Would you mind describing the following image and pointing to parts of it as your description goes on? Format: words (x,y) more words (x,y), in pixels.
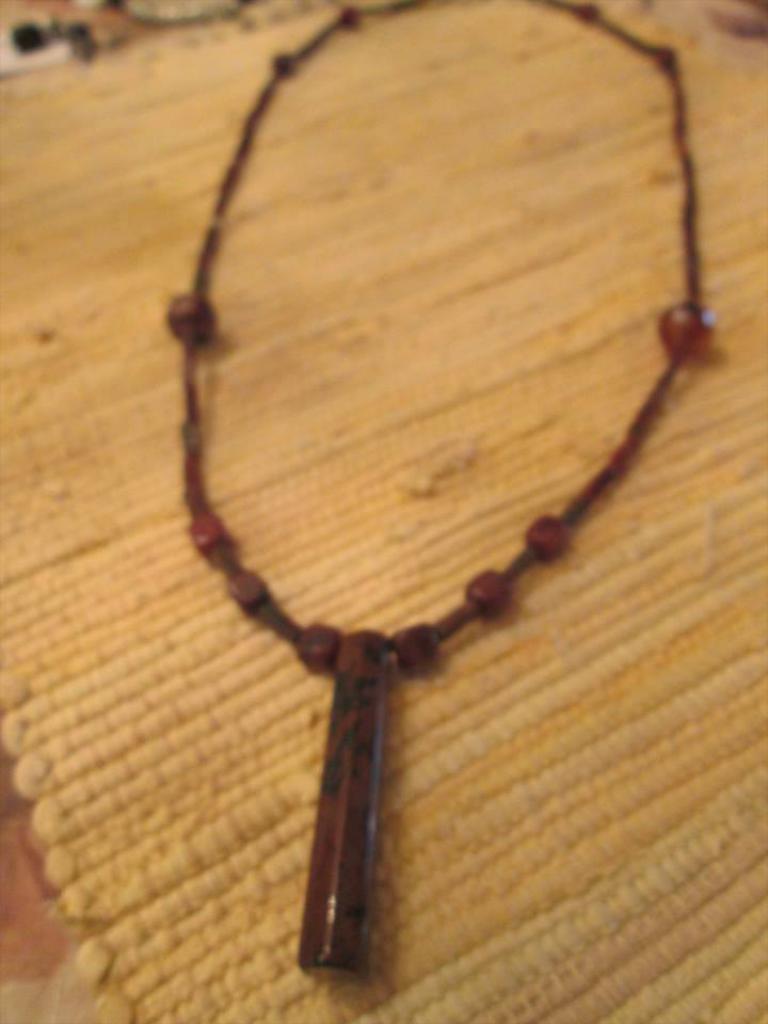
In this picture I can see there is a chain (417,648) and it has a locket (343,788). It is placed on a yellow colored surface (336,627).
